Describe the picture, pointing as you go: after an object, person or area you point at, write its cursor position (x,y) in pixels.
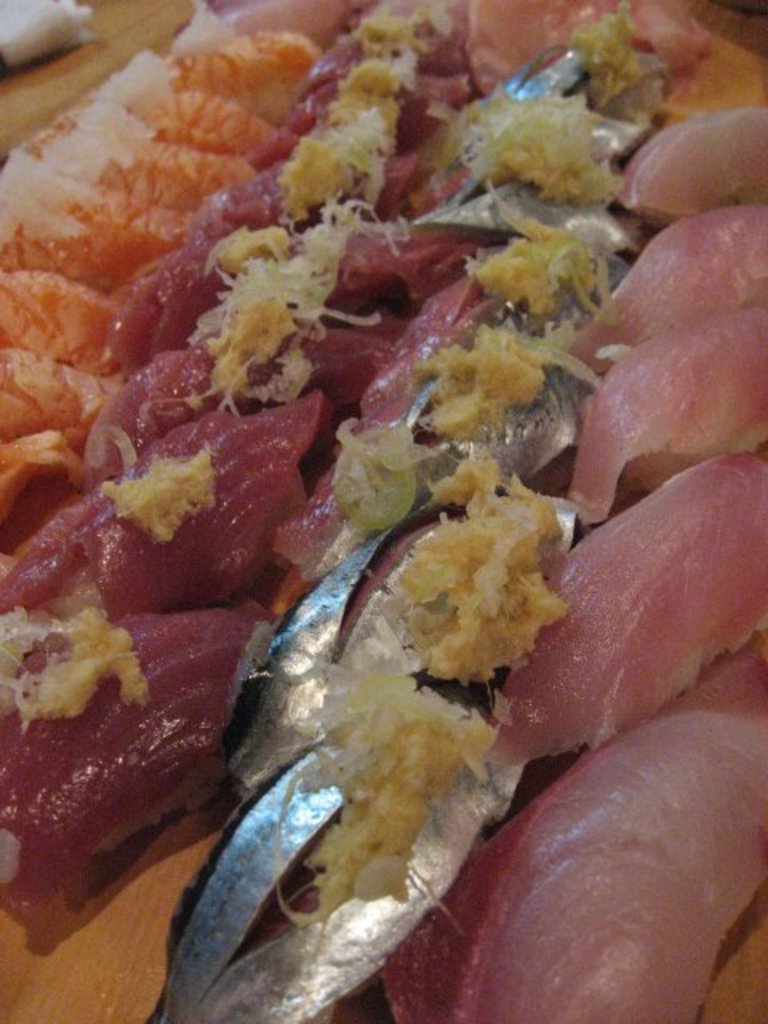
This image consist of food (290,394).
